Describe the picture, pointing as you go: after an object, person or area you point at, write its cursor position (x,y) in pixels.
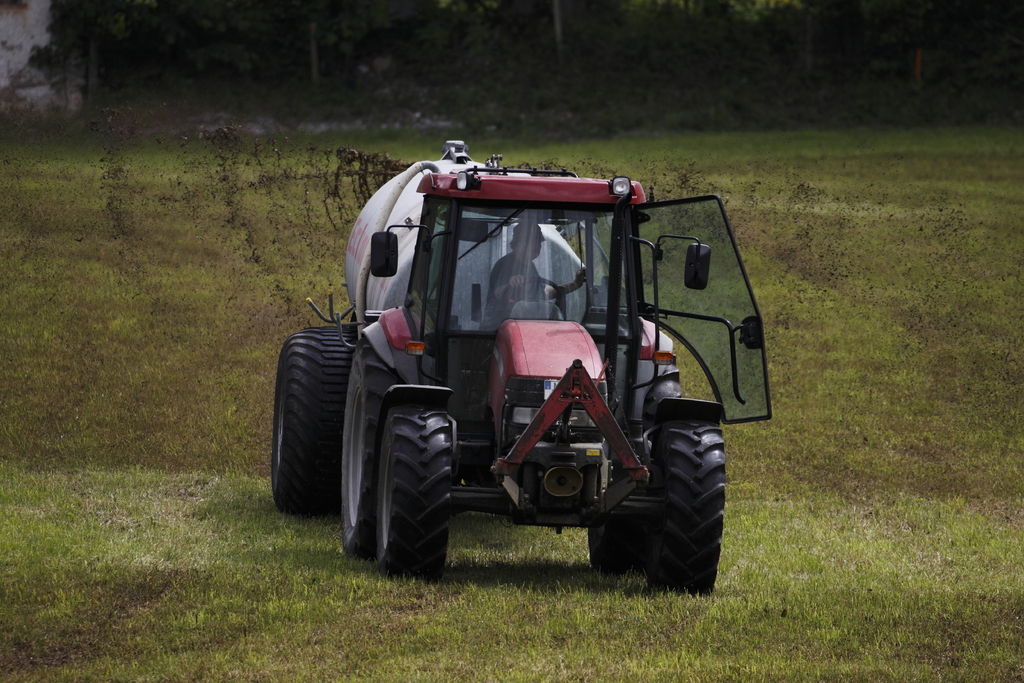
In this image I can see the vehicle (605,532) and I can also see the person (521,266) sitting inside the vehicle (550,358) and the vehicle (535,356) is in white and red color. Background (566,108) I can see the grass (937,283) and trees (357,42) in green color.
